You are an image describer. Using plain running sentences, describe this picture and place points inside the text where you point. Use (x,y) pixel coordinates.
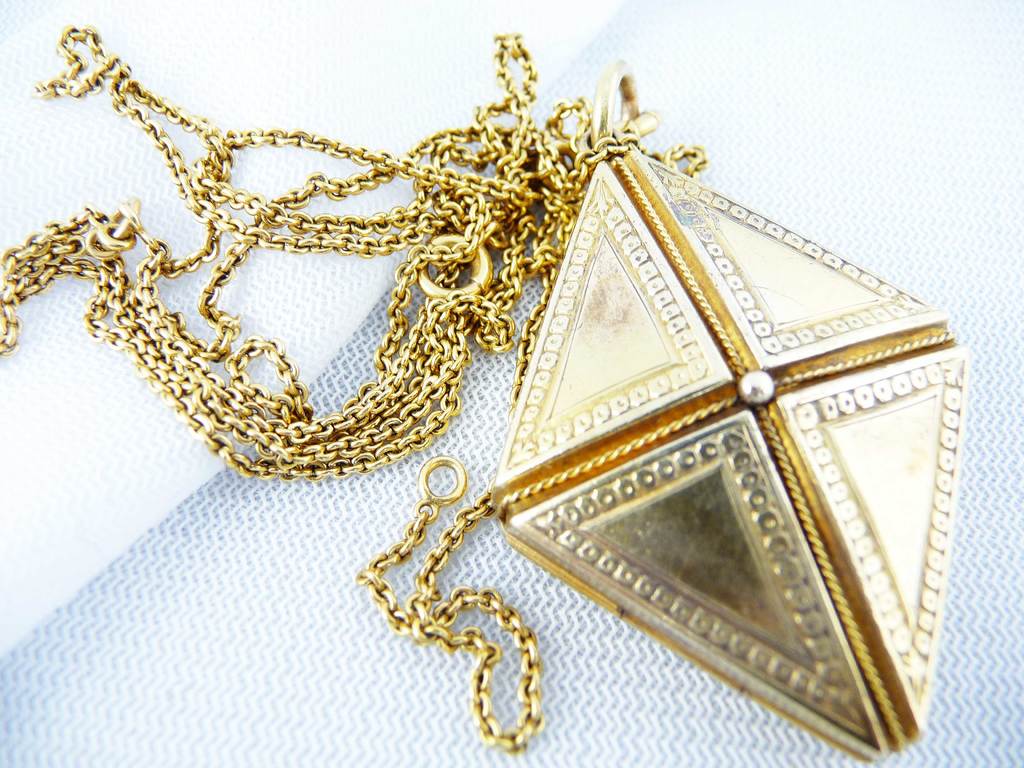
In this image we can see a locket (604,434) with golden chains (221,394). In the background (291,267) it is white.
